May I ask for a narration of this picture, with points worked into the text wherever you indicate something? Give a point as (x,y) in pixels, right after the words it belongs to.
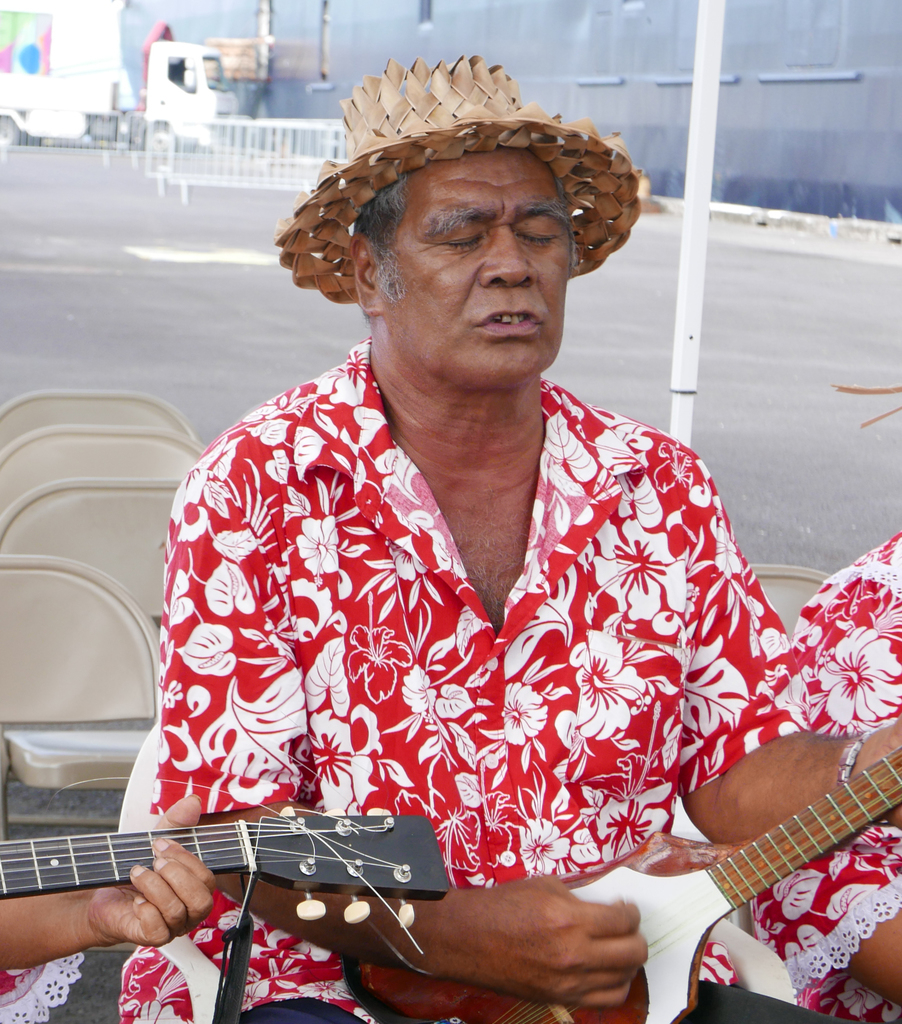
In this image we have a man (496,685) who is wearing a red color shirt (535,660) and hat (470,82) and playing musical instrument (651,914) in his hands (548,909) by sitting on a chair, behind this man (324,477) we have a road (250,328) and a truck (69,79).
